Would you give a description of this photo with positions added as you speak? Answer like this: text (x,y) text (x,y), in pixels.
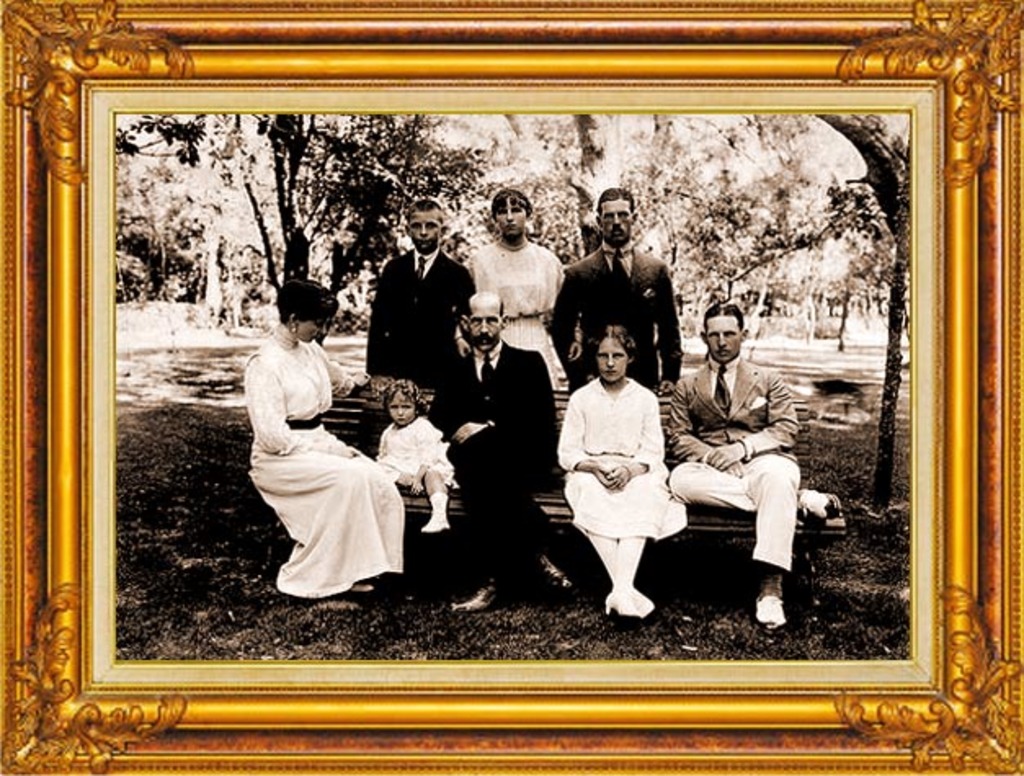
In this picture I can see the photo frame (432,9) and on the photo (198,385) I can see 3 women (510,317), 4 men (492,372) and a child (420,458). I see that 5 of them are sitting on a bench (375,422) and rest of them are standing. In the background (468,177) I can see the trees (679,203).
